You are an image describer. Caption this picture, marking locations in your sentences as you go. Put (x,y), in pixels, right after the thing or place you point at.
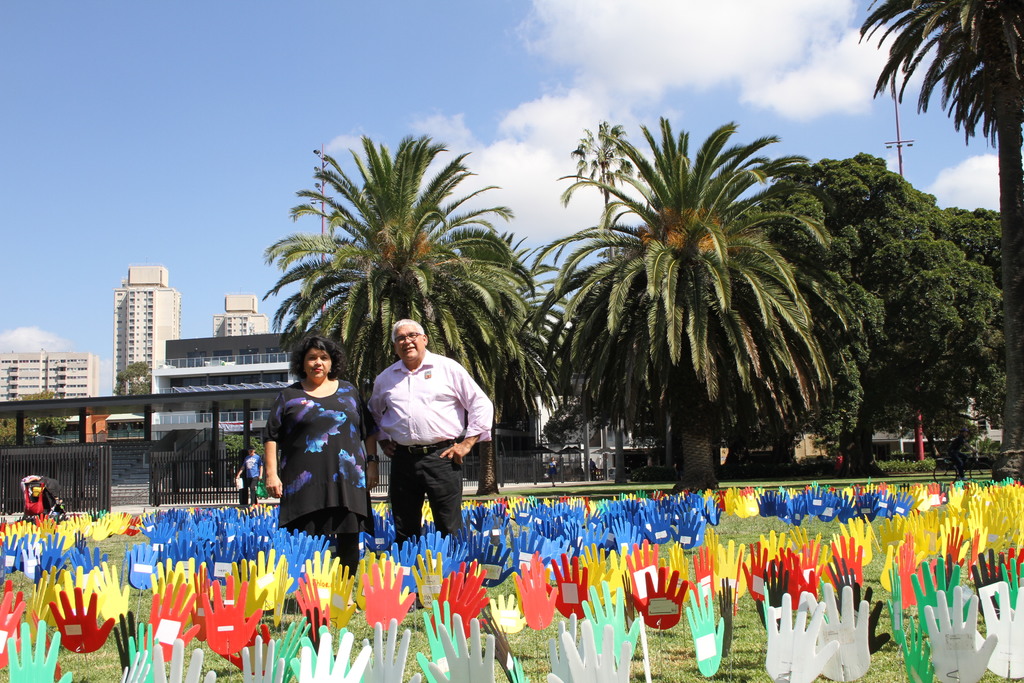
There is a man (386,421) and a woman (315,516) standing on the grass (563,552). Here we can see boards (679,563) in the shape of hands (30,564). In the background (184,481) we can see buildings (235,296), trees (694,316), plants (663,472), gates (189,453), and sky (376,124) with clouds (676,66).
